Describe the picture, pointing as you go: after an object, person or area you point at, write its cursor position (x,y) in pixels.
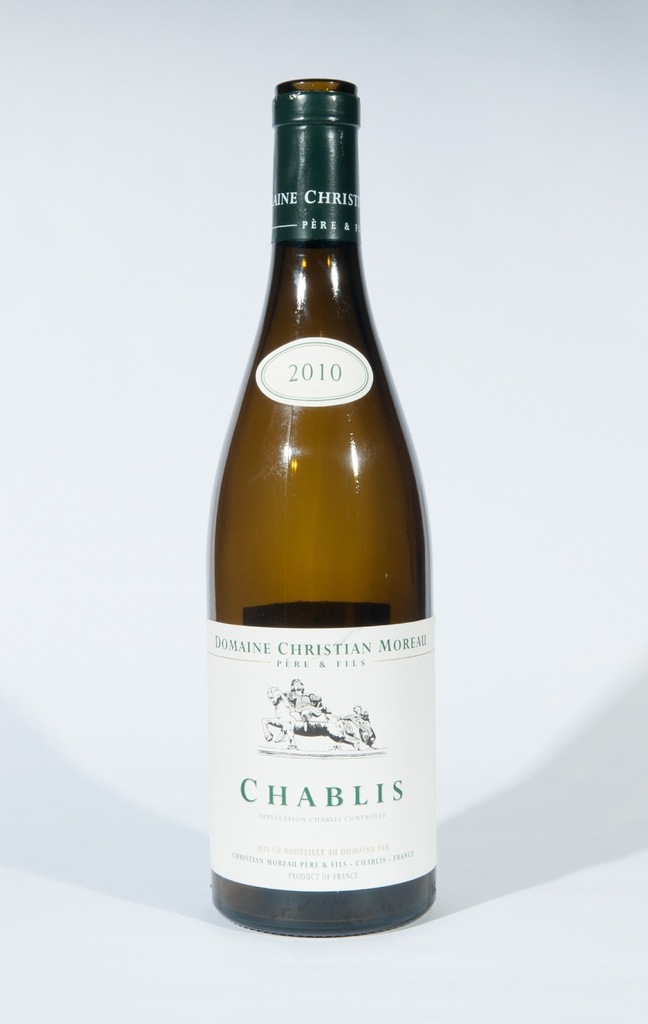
This image consists of a liquor bottle (395,674) and a white color background (126,242). This image is taken may be in a room (579,930).
